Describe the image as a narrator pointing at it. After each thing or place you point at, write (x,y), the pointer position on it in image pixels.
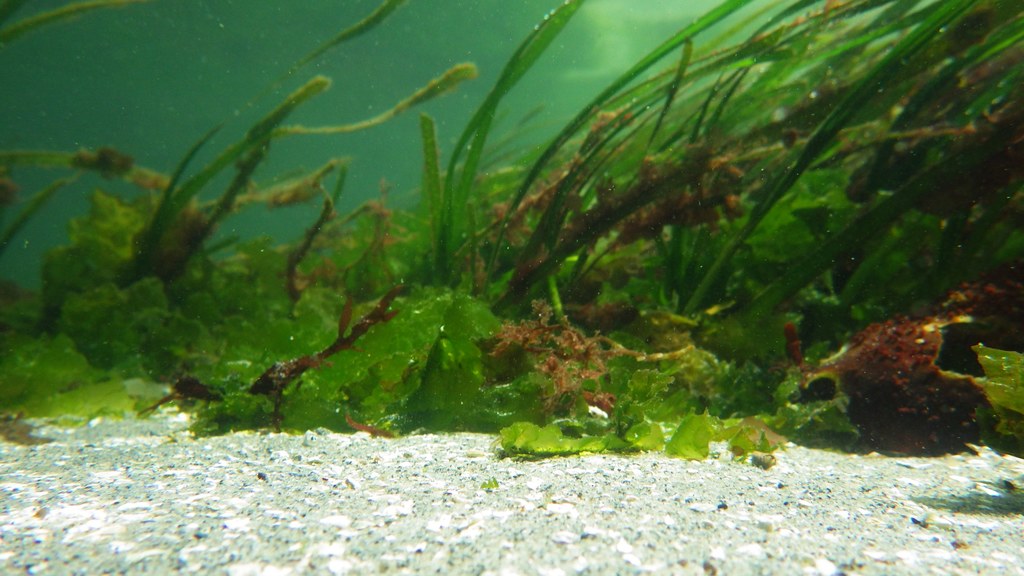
In this image we can see a view under the sea (562,284).
